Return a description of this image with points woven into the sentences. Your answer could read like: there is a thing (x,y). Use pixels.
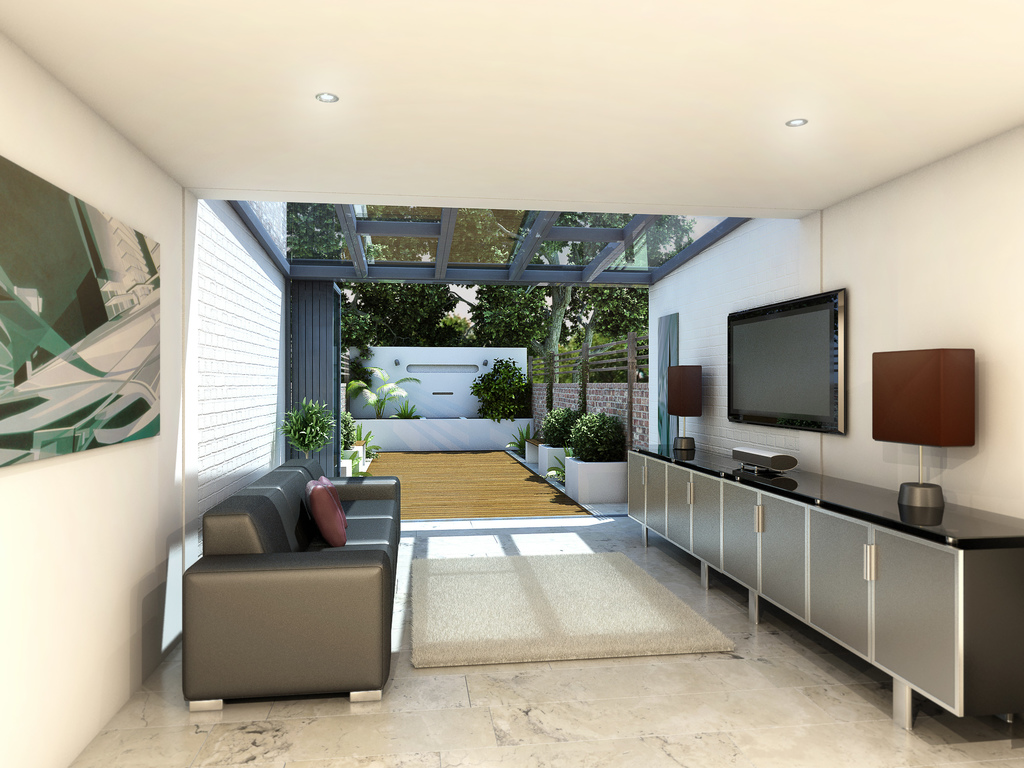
In this image, there is a white color floor (628,756), in the left side (258,653) there is a sofa (255,648) which is in black color, in the right side (976,624) there is a cabinet (977,637) which is in black color, above that cabinet (817,521) there is a television (739,419) which is in black color. There is a brown color lamp (909,414), in the top (662,87) there is a white color roof (679,105) and in the background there are some green color plants (495,406).
